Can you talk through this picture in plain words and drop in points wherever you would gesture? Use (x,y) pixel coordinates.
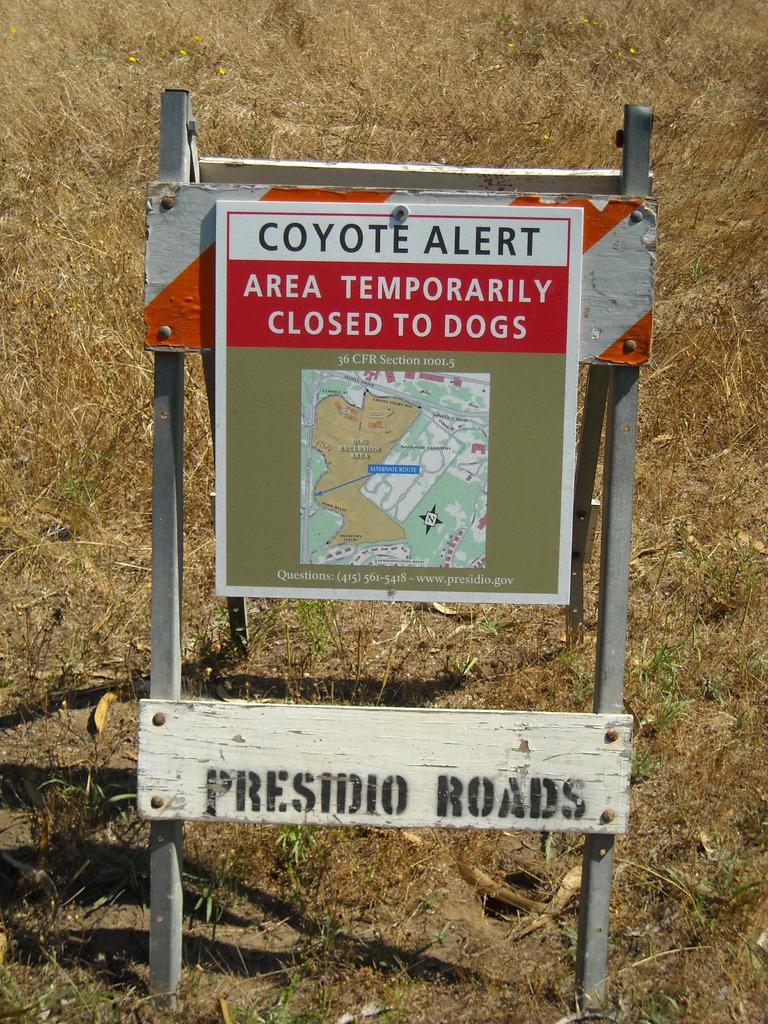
In this image we can see signs boards (316,577) and stand (623,626) on the land (575,970). In the background of the image (95,472), we can see dry grass (672,182).
